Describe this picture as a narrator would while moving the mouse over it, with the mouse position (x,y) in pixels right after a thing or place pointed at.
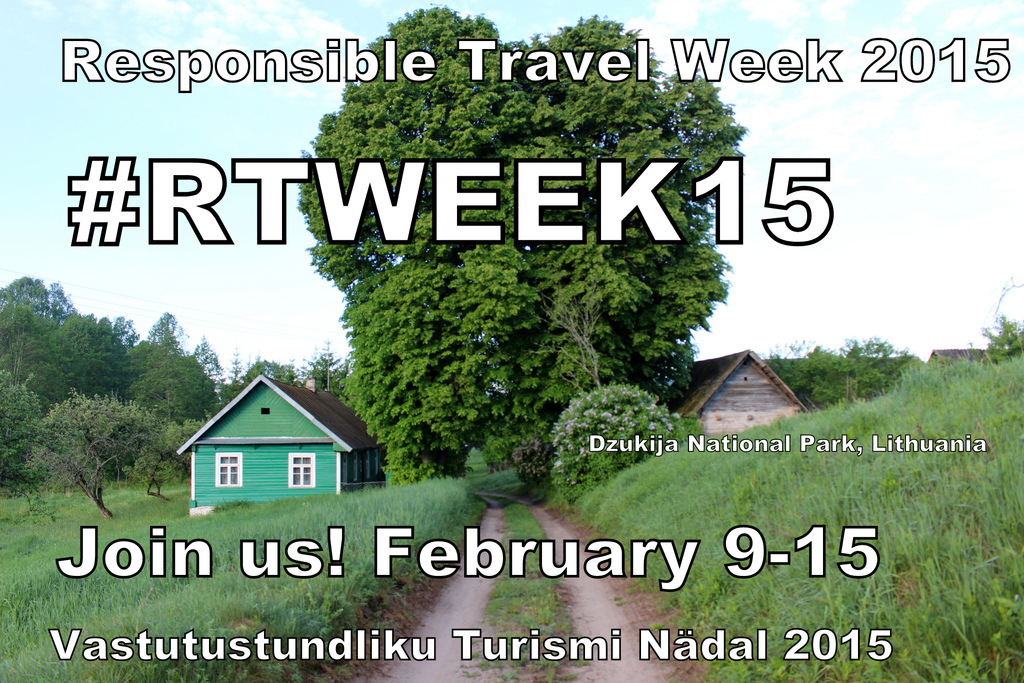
In the picture we can see a photograph of a grass plants (976,383) with two ways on it and in it we can see two houses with windows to it and in the middle of the way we can see a tree (372,429) and besides we can see many trees (1,483) and in the background (870,9) we can see the sky (846,8) and on it we can see mentioned as responsible travel 2015.
